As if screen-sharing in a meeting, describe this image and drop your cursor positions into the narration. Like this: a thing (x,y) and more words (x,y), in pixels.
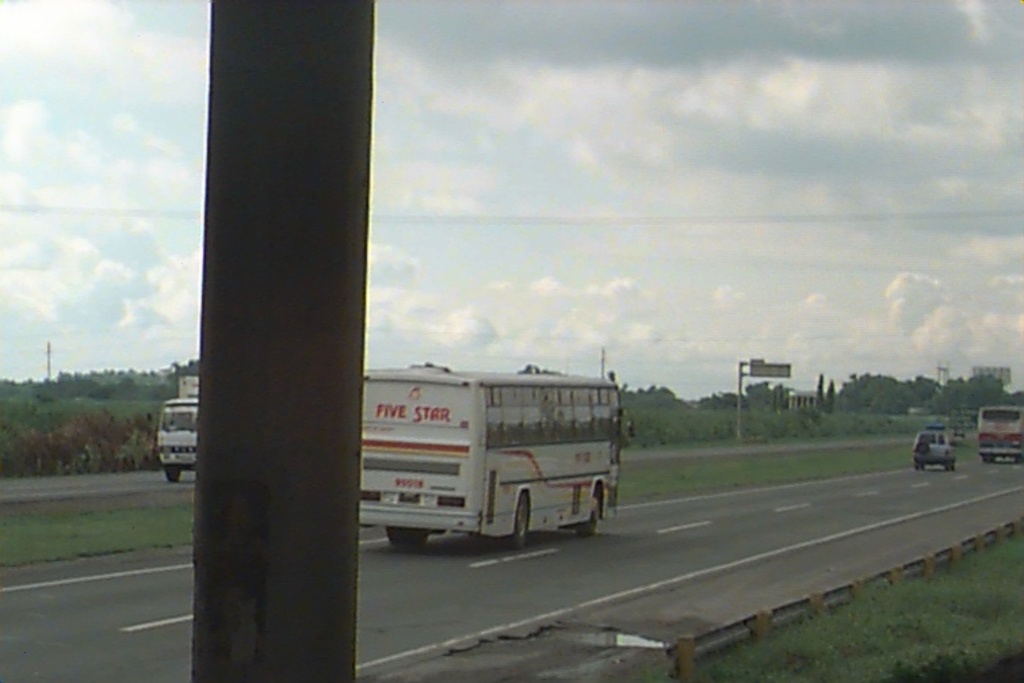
In this image we can see roads (483,538). There are vehicles (554,425). Also we can see a pole (354,500). In the background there are trees (945,410). Near to the road (578,623) there is water (625,644). And there is a small railing (792,611) near to the road (954,536). In the background (592,176) there is sky (590,140) with clouds (715,167). And there is a pole (739,382) with a board (784,370).
